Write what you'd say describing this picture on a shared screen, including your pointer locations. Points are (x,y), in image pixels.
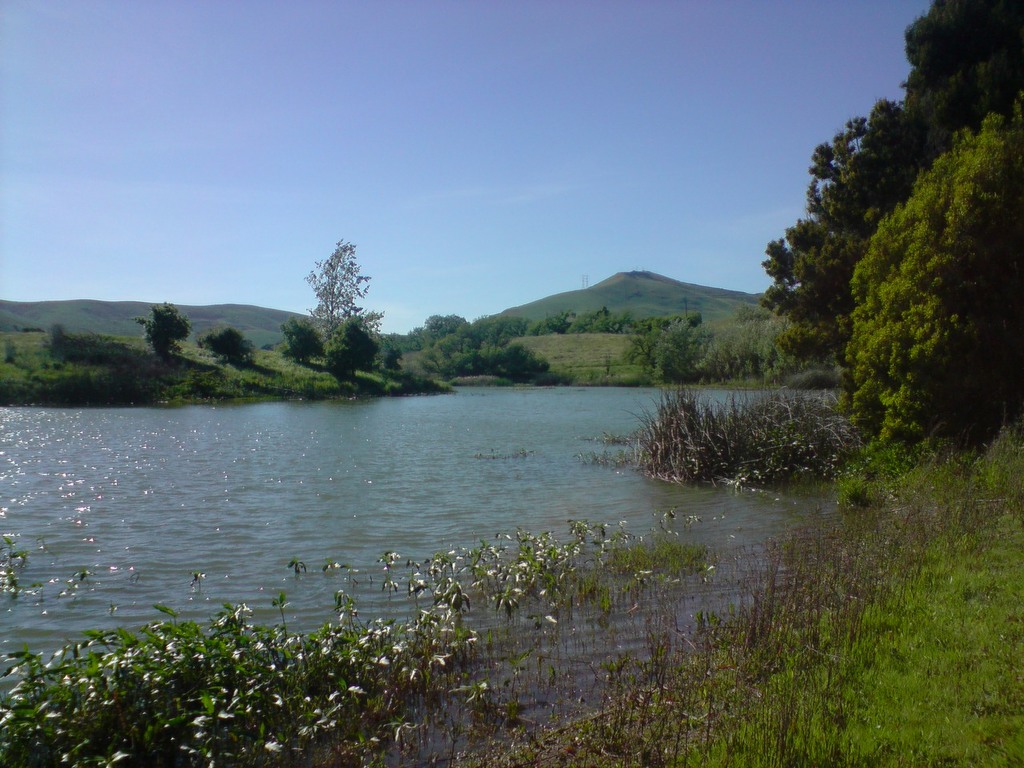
In this image there is a river (20,462), around the river (279,429) there are grass (968,732), plants (156,388), trees (652,325), mountains (86,315) and the sky (408,234).
